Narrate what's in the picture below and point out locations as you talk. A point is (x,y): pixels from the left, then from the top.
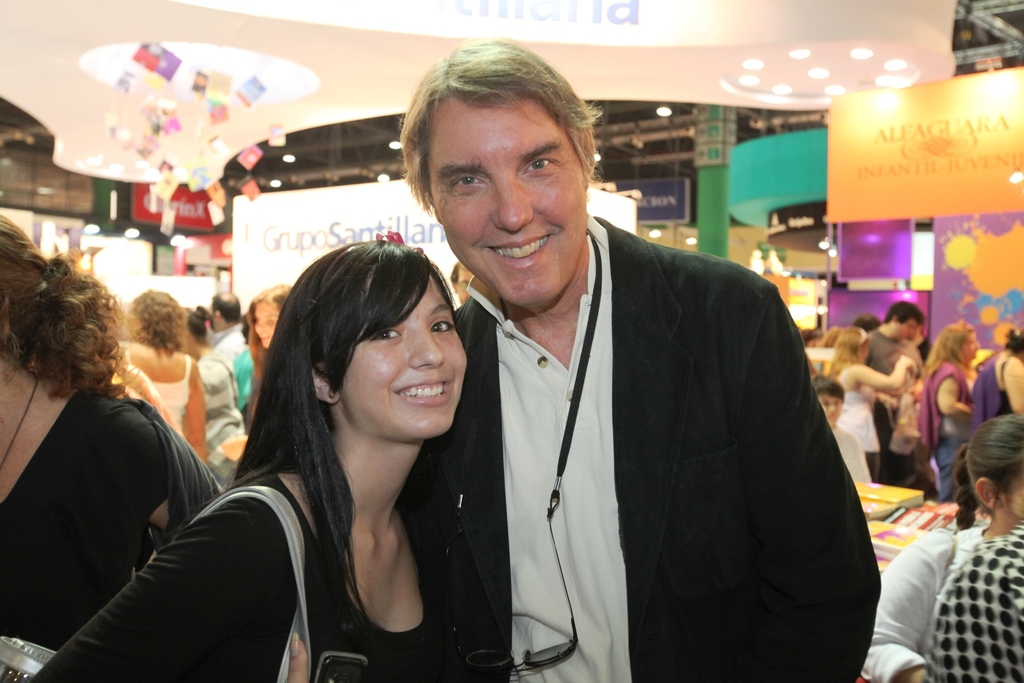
In this image I can see in the middle (404,330) a woman (380,571) is smiling, she is wearing a black color t-shirt (231,576). Beside her there is a man (741,605), he is smiling. At the back side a group of people (844,362) are there, on the right side (754,63) there are lights (833,88).
